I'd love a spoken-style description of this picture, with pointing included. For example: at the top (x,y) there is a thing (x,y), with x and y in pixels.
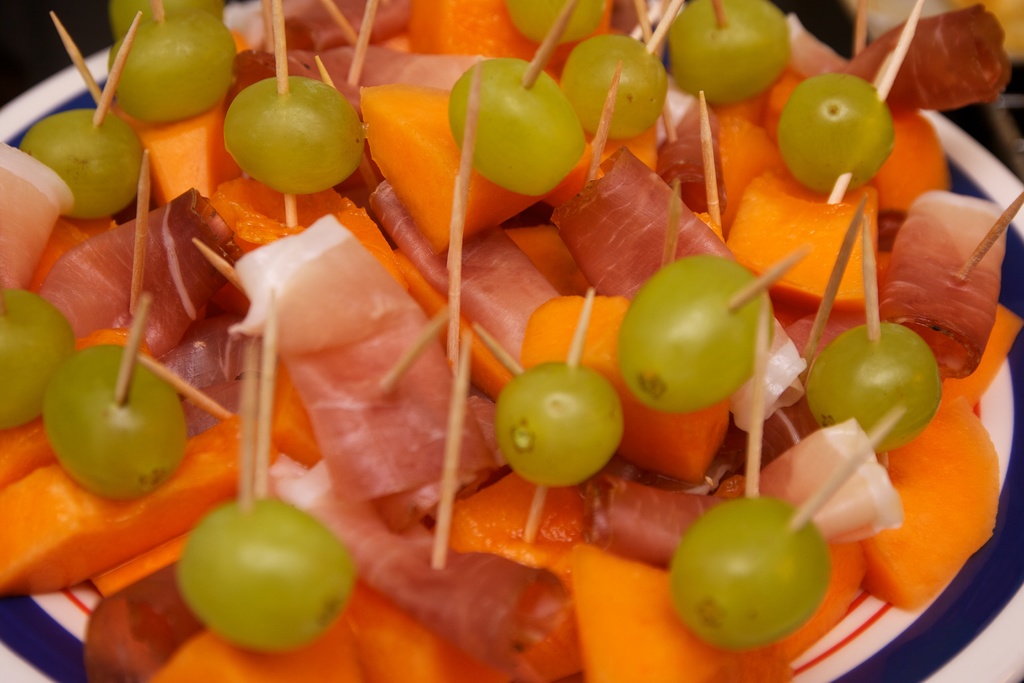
In this image, we can see fruits (621,142) and flesh (395,53) with sticks (317,59) are on the plate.
